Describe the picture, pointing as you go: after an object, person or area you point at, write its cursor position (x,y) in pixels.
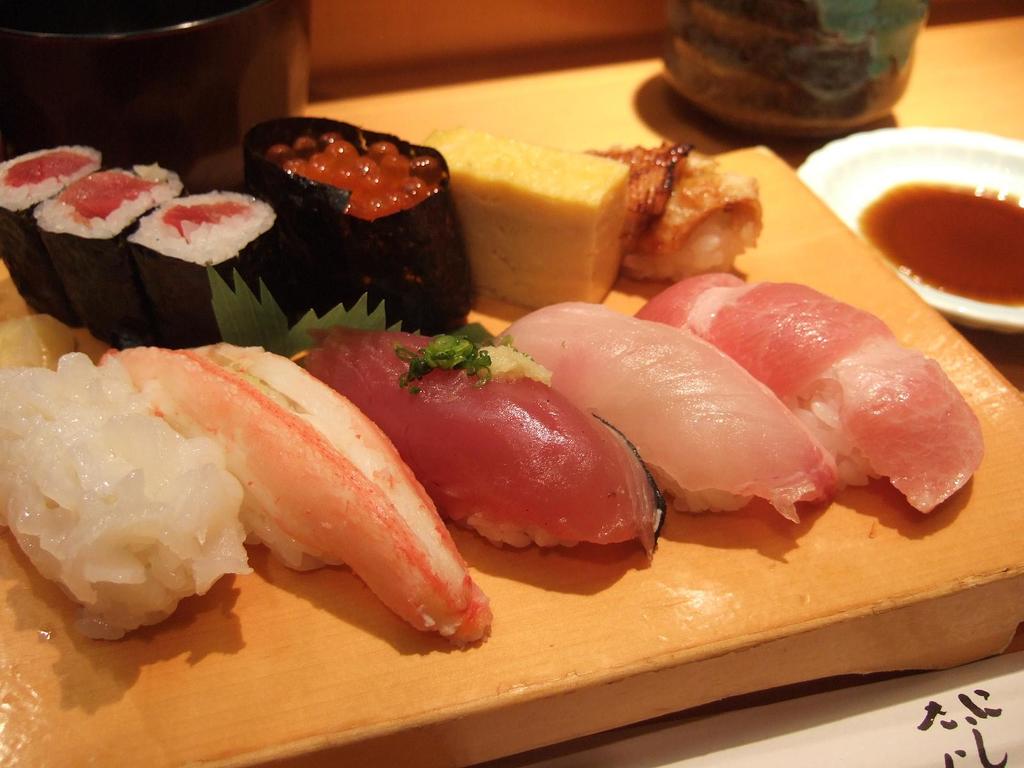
In this picture there are different food items (487,257), bowl (871,207), cups (195,50) and table (571,94).
